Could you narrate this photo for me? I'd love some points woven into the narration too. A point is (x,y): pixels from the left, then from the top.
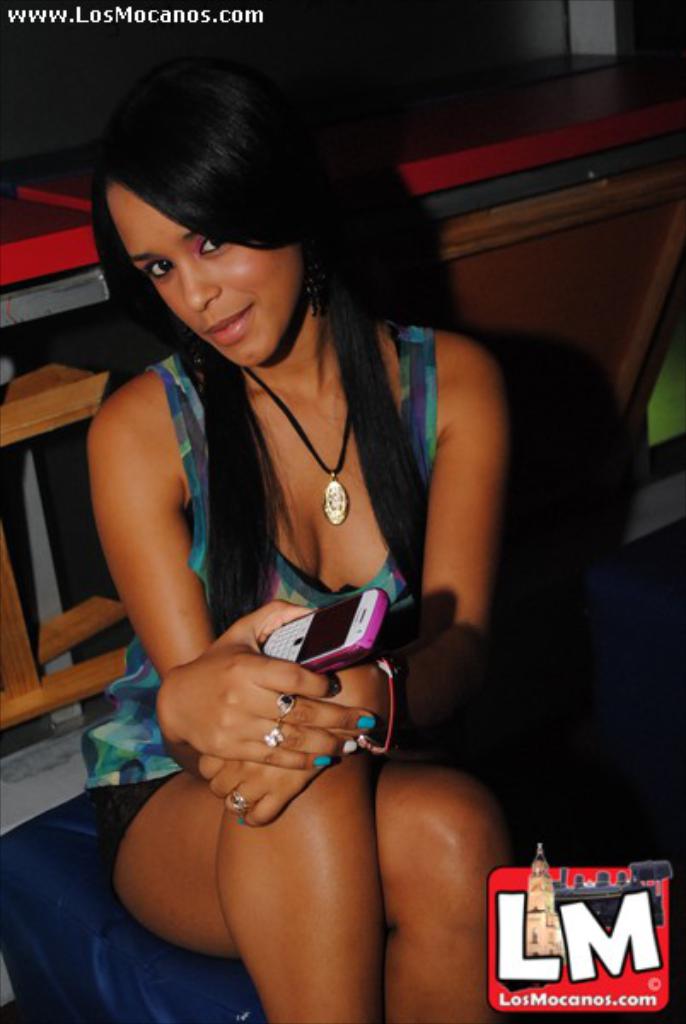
The woman (351,292) in the middle of the picture (339,507) wearing blue dress (156,722) is sitting on the stool (117,947) which is covered with blue color sheet (120,936). She is holding a mobile phone (361,607) in her hands (236,691). She is smiling. She is posing for the photo. Behind her, we see chairs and a table (413,103) in red color.
